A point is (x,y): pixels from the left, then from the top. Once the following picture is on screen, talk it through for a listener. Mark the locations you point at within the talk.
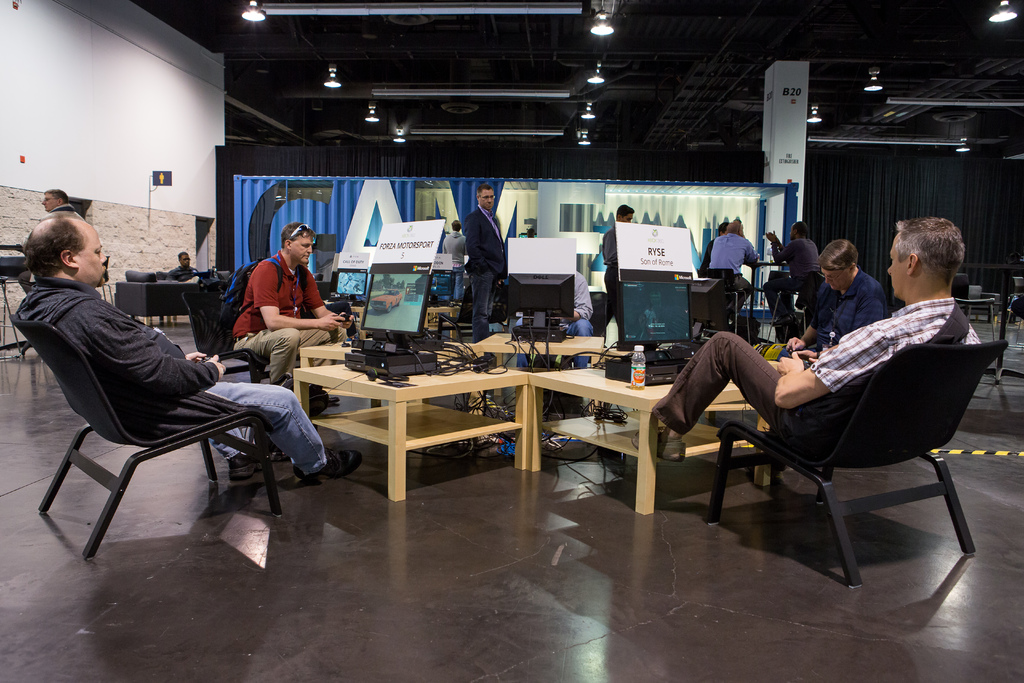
There are many people (207,379) sitting in the chairs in front of a table (405,400) on which a computer setup (396,346) was placed. There is a man (478,278) standing. In the background (446,192), there is a container (446,192) and a wall (137,156) here.
